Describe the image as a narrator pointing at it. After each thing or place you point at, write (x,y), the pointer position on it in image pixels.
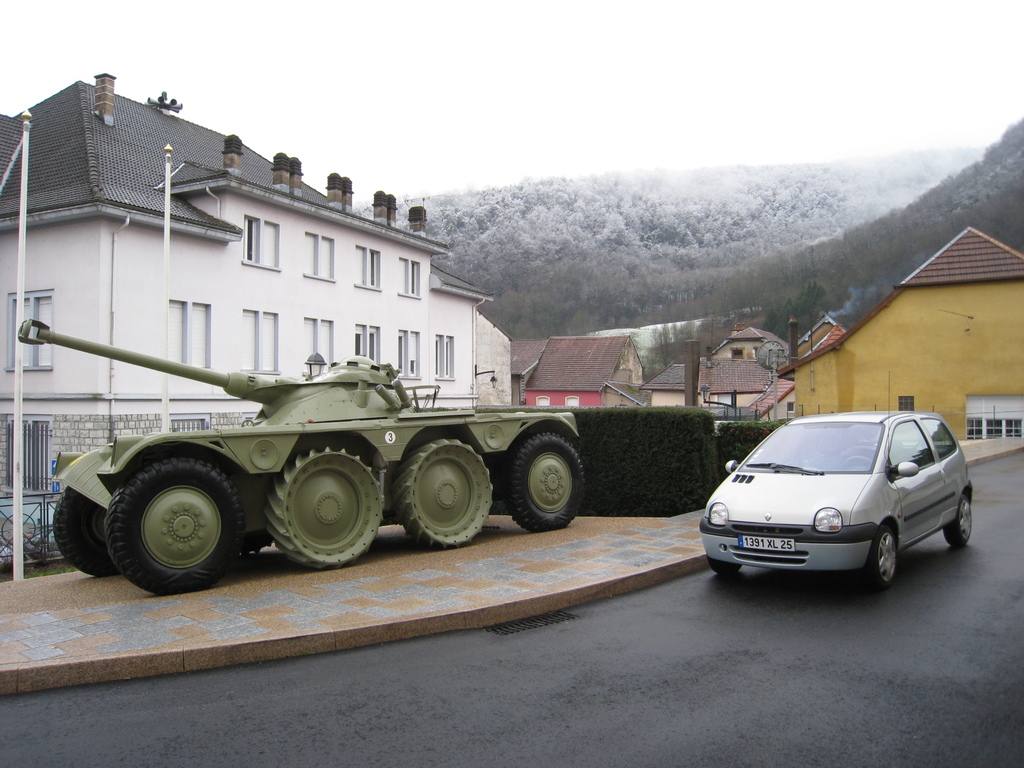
In this image we can see a car (959,453) and an armored car (573,507). In the background (325,286) there are buildings (953,254), hills (694,248), sheds (679,372), hedge (688,428) and sky (547,104). At the bottom (591,723) there is a road (629,704).
